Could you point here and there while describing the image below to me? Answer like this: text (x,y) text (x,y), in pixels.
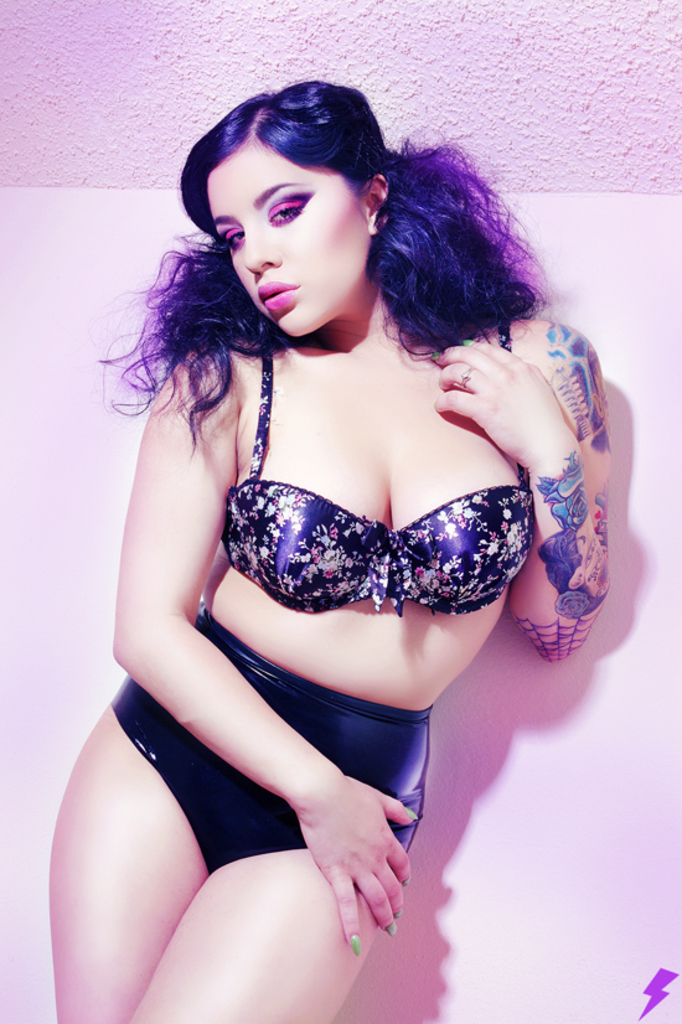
In this image there is a person (353,393) standing, at the background of the image (627,388) there is a wall (613,345) truncated.
